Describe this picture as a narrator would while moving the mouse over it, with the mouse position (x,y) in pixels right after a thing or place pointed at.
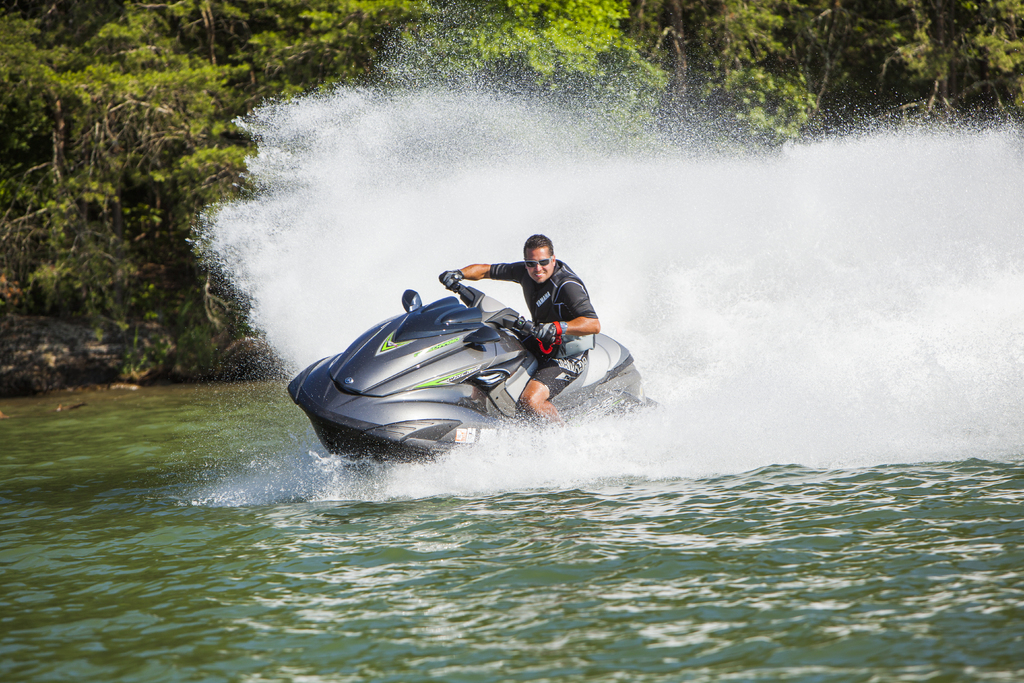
In this image I can see a person (549,280) is sitting on the jet ski (462,388). The jet ski (462,385) is in ash and black color. I can see a water (439,293) and trees (502,14).
